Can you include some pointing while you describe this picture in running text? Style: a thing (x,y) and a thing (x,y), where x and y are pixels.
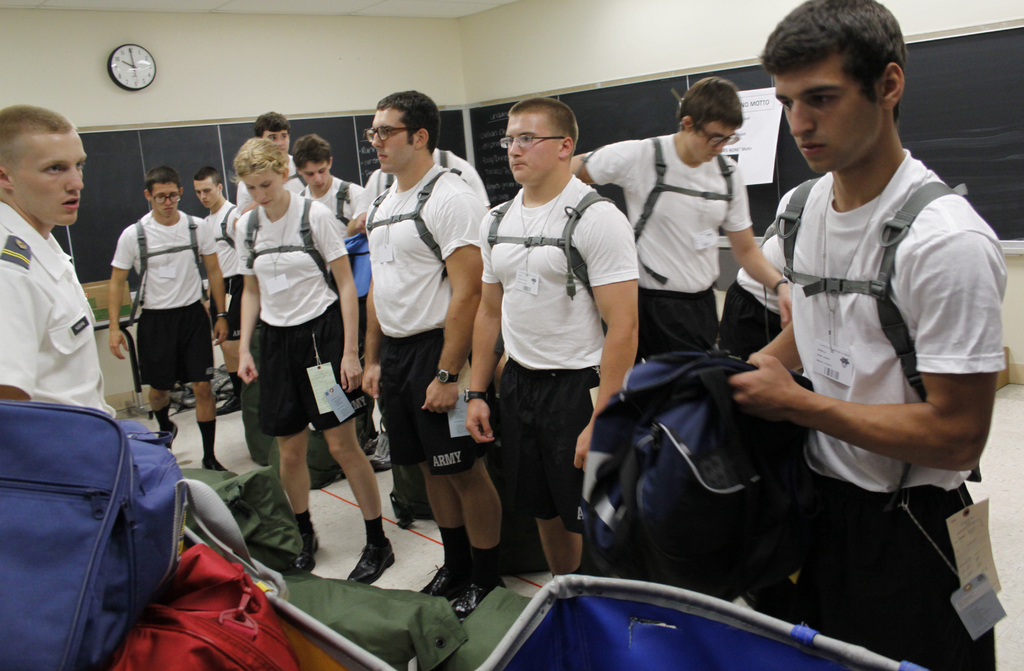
In this image I can see there are few persons (277,379) wearing a back pack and wearing a white color t-shirt (780,260), on the floor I can see bags (401,503), at the top (498,21) I can see the wall (571,32) and a clock (131,64) attached to the wall (465,85).
